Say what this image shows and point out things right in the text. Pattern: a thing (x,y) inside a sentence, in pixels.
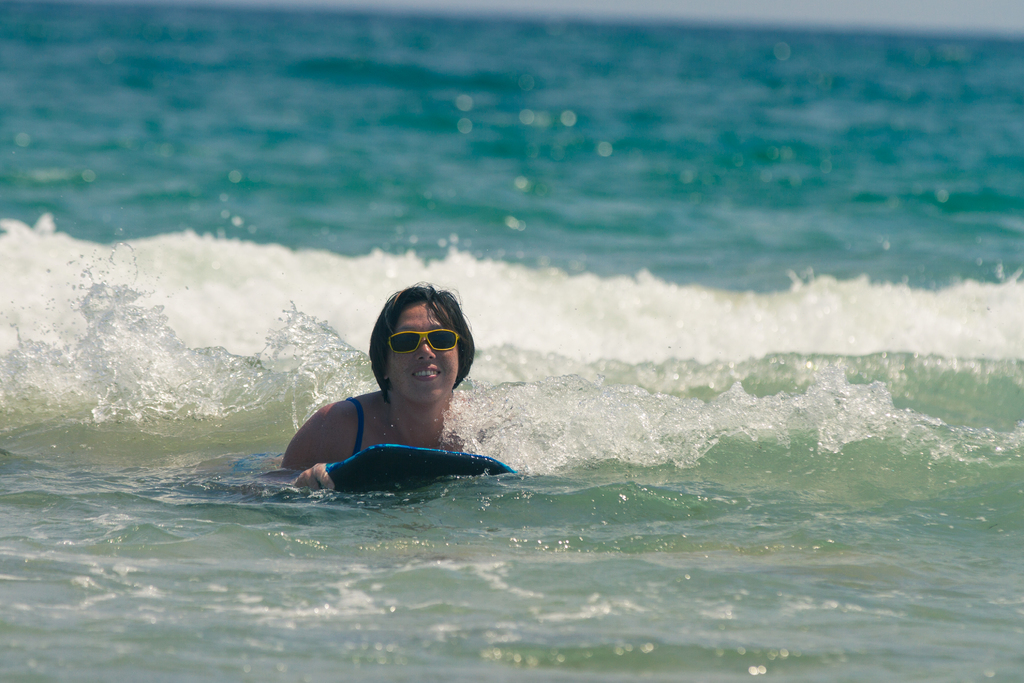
In this image we can see a woman (434,394) wearing glasses (443,342) is floating in the water (524,456) using an object (422,455). The background of the image (816,138) is blurred.
